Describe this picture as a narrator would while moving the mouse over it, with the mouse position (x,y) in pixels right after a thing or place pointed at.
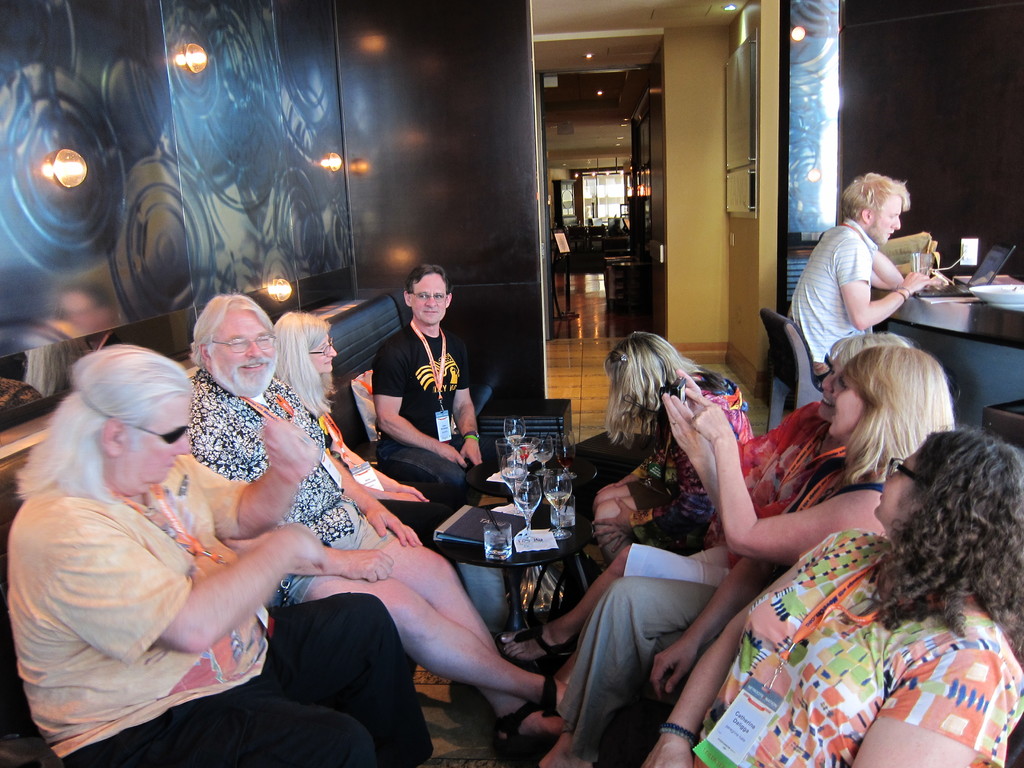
As we can see in the image there is a dining table (529,553), wall (695,215), chairs (768,314), sofa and a table (538,563). On table (553,551) there are glasses (525,541) and papers (541,547).
